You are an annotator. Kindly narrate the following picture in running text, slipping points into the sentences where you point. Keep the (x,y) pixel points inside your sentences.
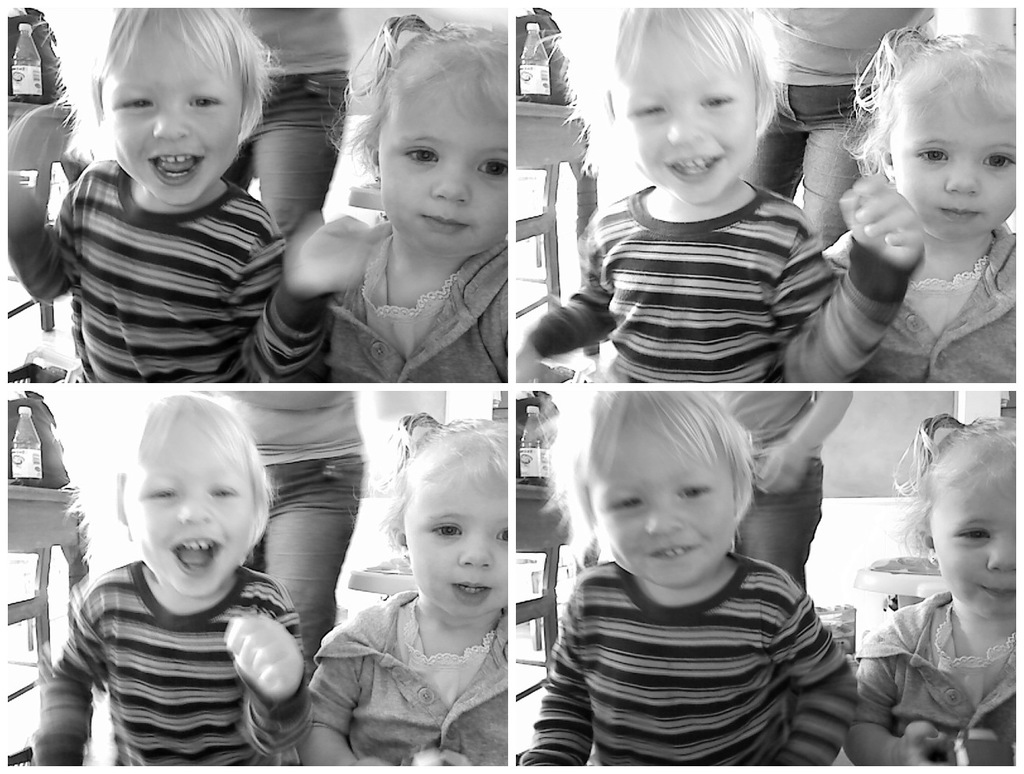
This image is edited and made as a collage. In this image we can see children (582,322) and a person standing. And there is a table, a bag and bottle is placed on the table (34,524).
